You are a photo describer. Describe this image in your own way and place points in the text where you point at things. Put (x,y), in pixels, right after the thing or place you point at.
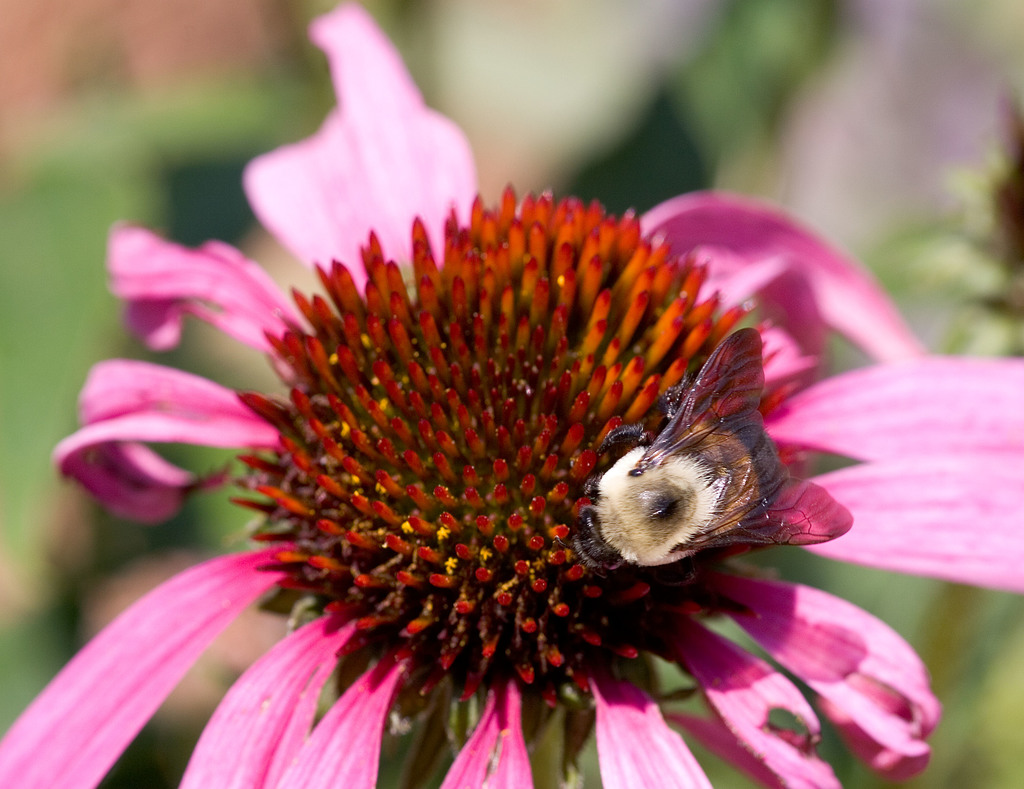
In this picture we can see an insect (669,513) on the flower (485,518) and behind the flower (279,678) there is the blurred background (689,59).
